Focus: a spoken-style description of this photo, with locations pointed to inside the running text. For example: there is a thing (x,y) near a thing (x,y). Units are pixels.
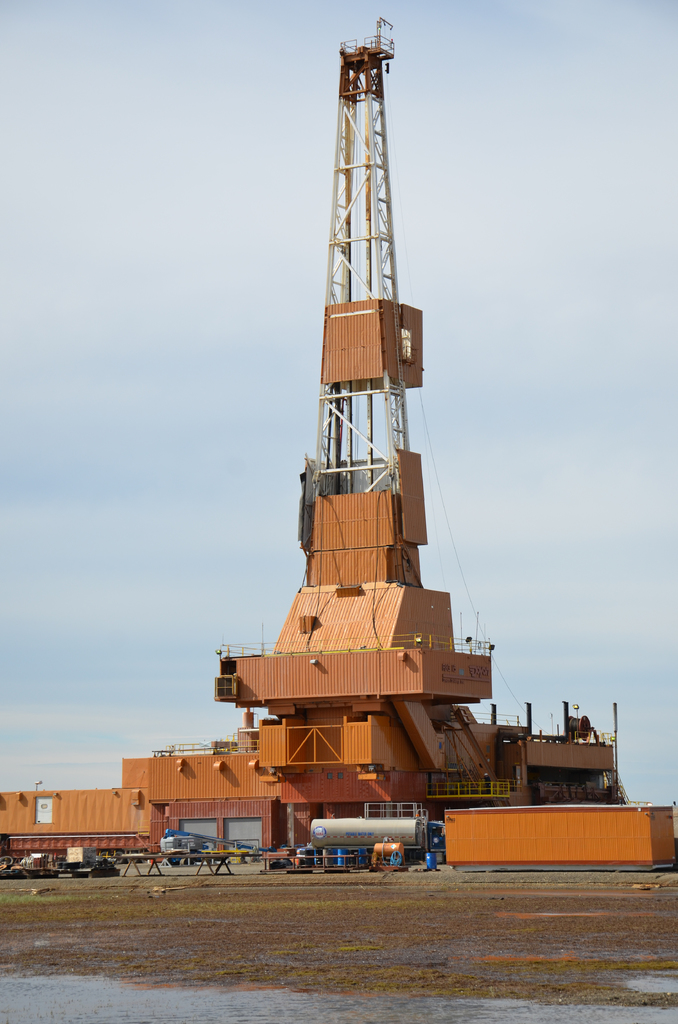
In this image there is building (319,737) at bottom of this image (390,758) and there is a tower (384,391) placed on to this building (346,656) and there is a sky (192,308) at top of this image (278,149).
